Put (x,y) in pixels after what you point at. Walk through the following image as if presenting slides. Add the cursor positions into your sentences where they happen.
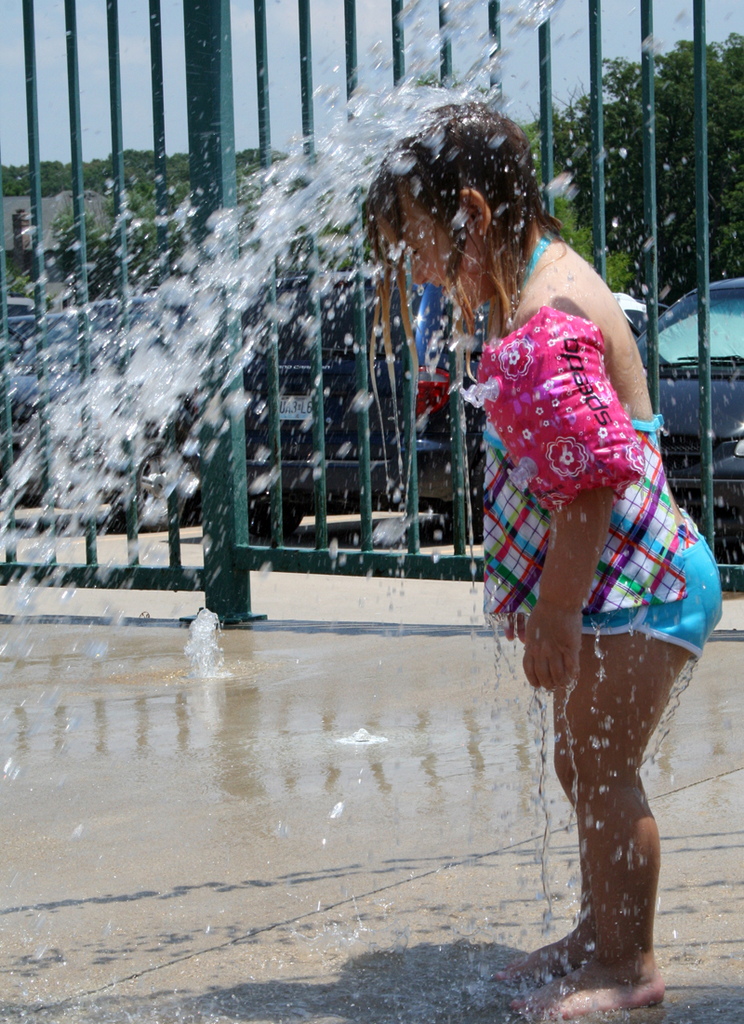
In this image we can see one girl (553,411) standing under the water (391,125), some water (207,657) on the ground (268,681), it looks like the water (363,728) coming from a pole (218,608) on the ground (207,647), one fence (369,466), some cars (253,404) near the fence (2,201), one object (57,287) on the left side of the image (47,298), some trees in the background (12,185) and at the top (95,119) there is the sky (579,44).
